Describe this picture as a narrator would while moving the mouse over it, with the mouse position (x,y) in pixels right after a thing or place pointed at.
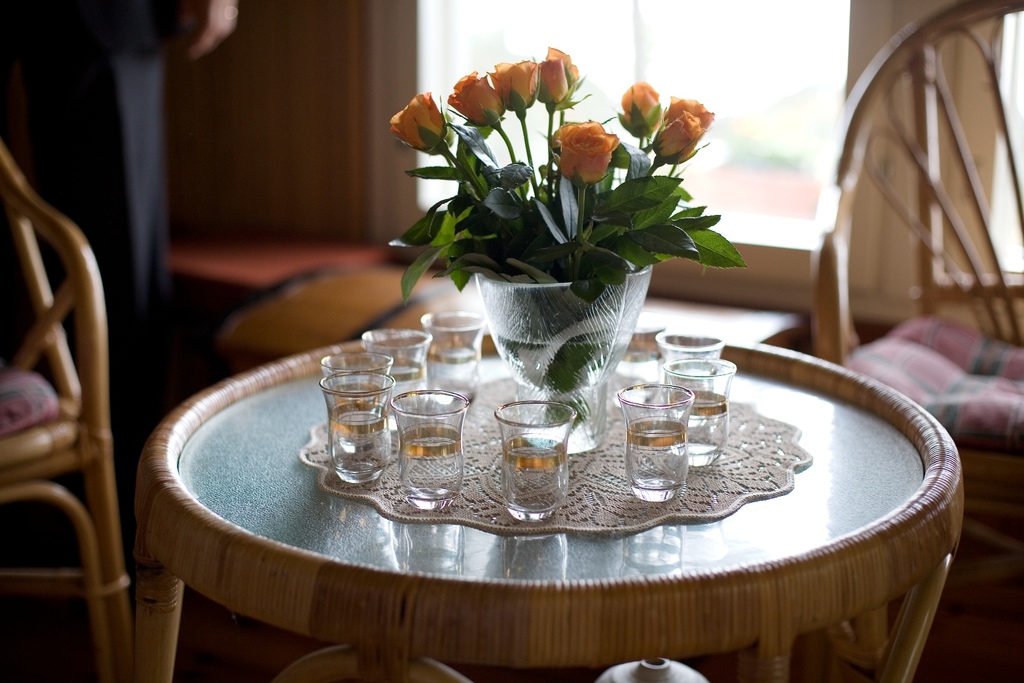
In this picture, we see a table (757,530) on which ten glasses (675,367) are placed and we even see a bowl (503,310) containing eight roses (601,160) are placed on this table (609,476). Behind the table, we see a bench (753,319) and behind the bench (734,316), we see windows (811,140). Beside the window (827,119), we see a chair (920,353).
